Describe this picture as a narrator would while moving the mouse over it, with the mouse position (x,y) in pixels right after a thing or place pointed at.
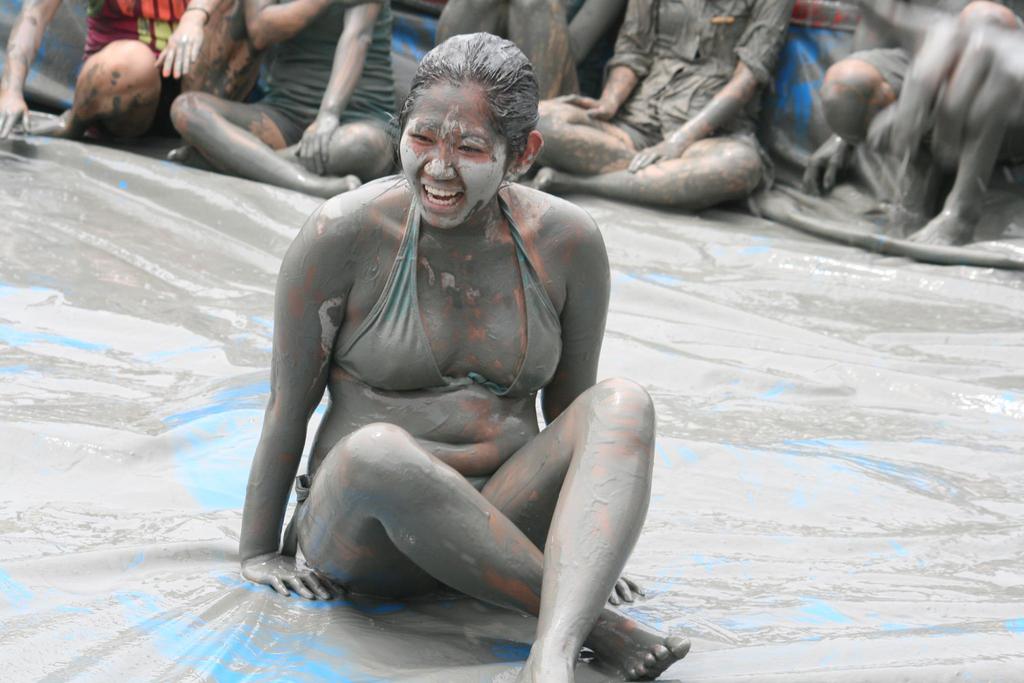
Here we can see a woman (422,496) sitting on a platform (955,608) and she is smiling. In the background (667,176) we can see few persons (732,97).
